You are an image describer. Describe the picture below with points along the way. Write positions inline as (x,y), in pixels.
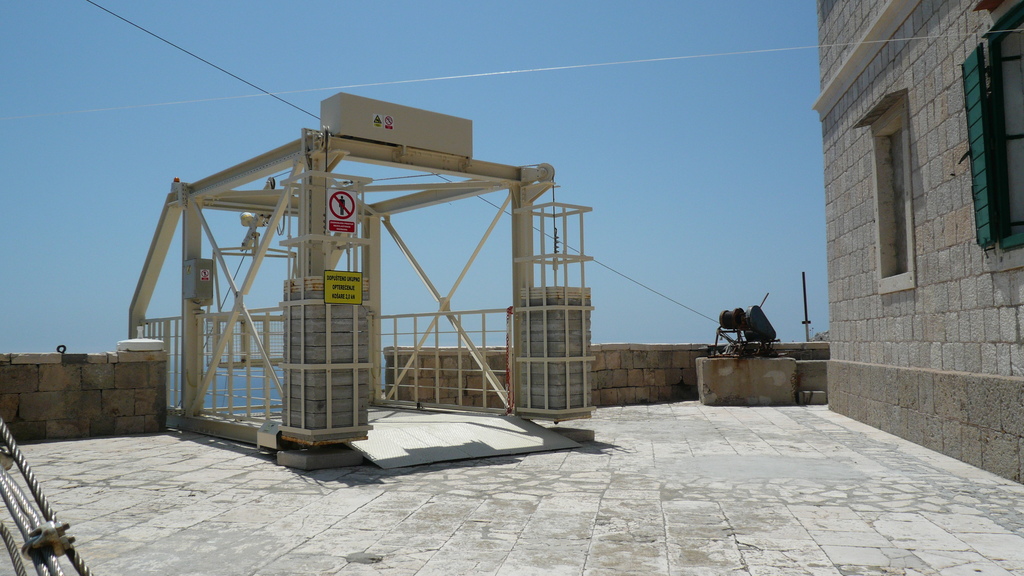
In the center of the image (359,331), we can see a shed (423,190) and there are sign boards (347,288) placed to it. On the right (937,245), there is a building (943,298) and there is a stone (754,375). At the bottom (683,535), there is ground (618,521).
